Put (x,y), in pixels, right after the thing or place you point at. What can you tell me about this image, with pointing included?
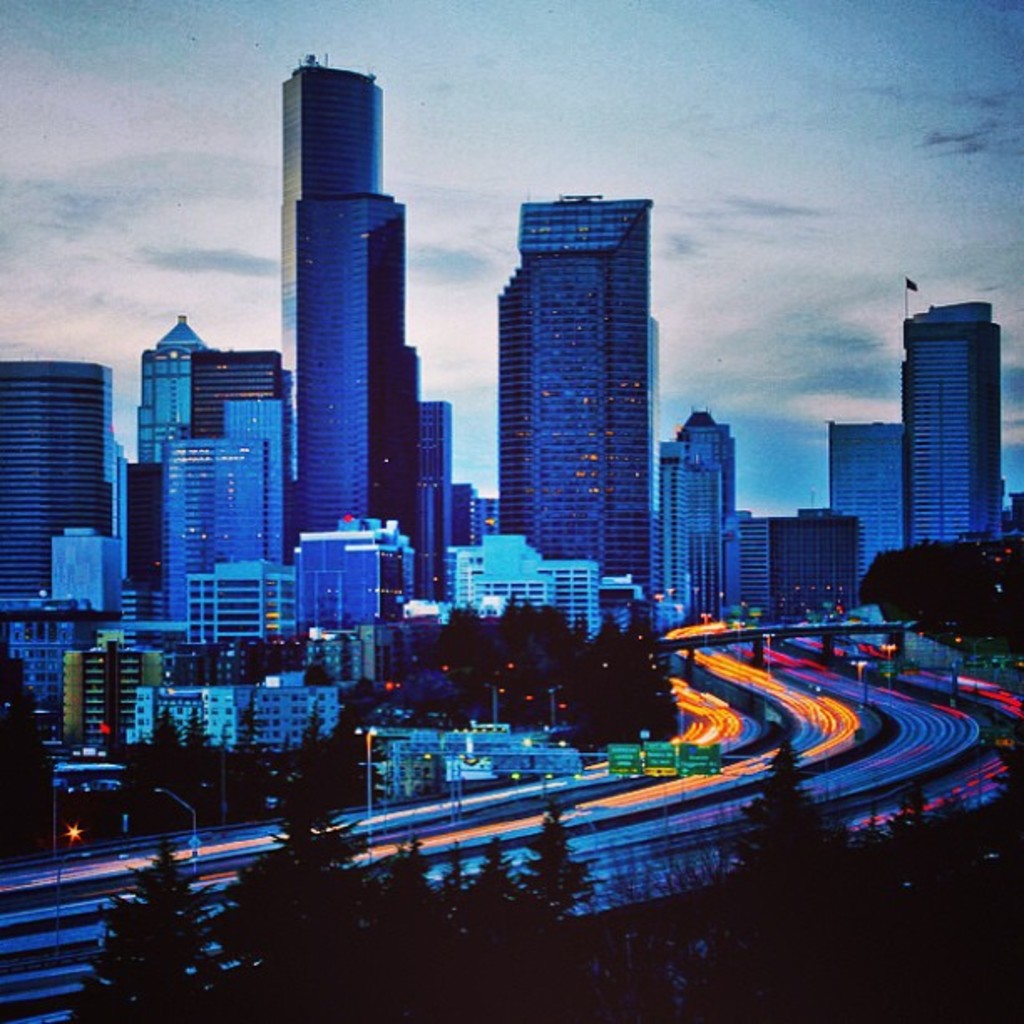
In this image we can see many trees (625,685). There are many buildings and skyscrapers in the image. There are few bridges (516,799) and many street lights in the image. There is a sky (788,205) in the image.
